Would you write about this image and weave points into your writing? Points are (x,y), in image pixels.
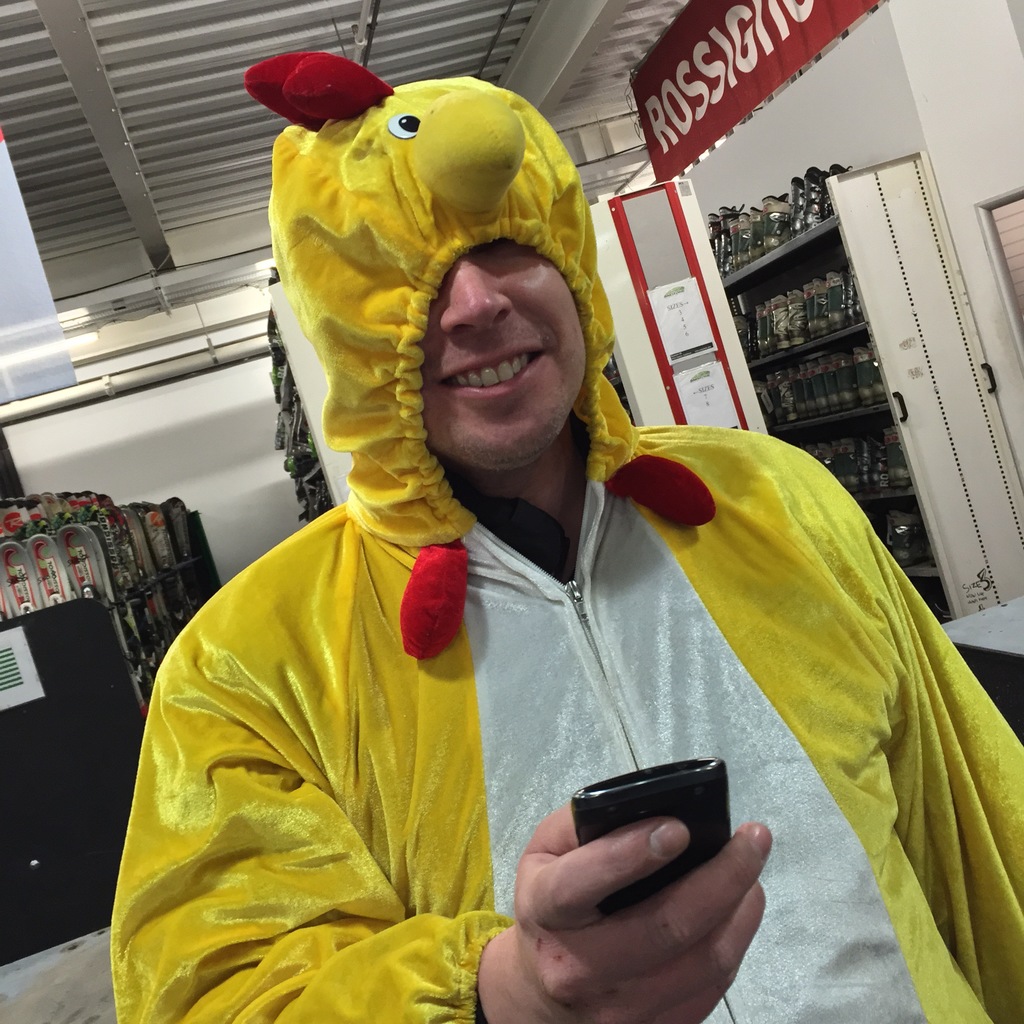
In this picture we can observe a person (469,597) wearing a costume (412,545) which is in yellow and white color. He is holding a mobile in his hand (538,837). This person (482,453) is smiling. In the background (195,456) we can observe a wall (201,463) which is in white color.
